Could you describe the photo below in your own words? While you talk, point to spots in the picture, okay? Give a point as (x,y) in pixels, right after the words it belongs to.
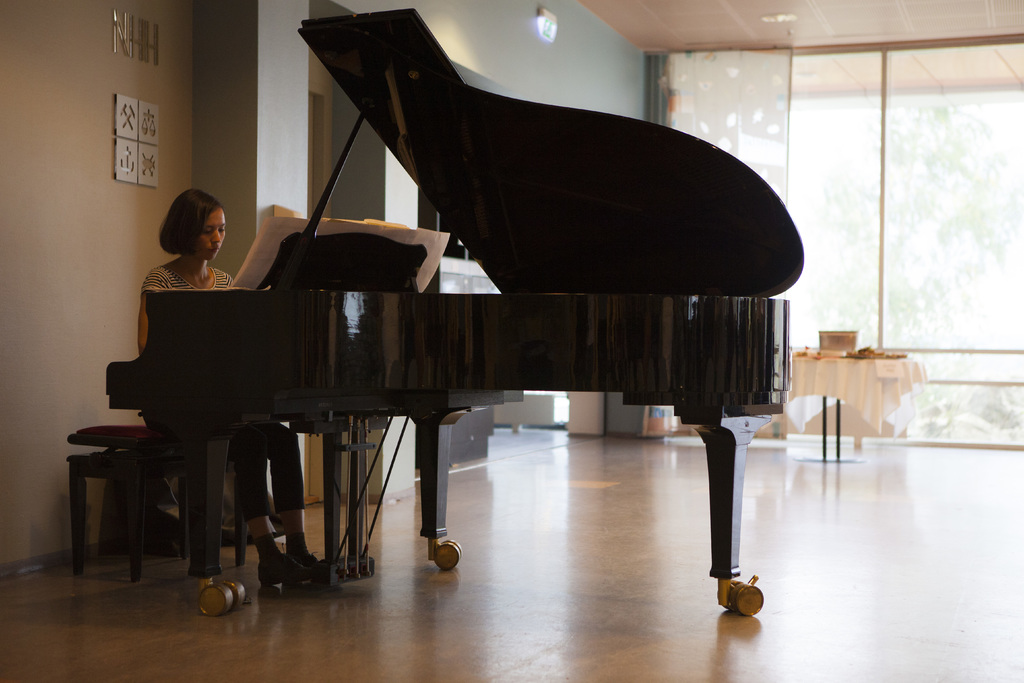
There is a girl (196,289) sitting in front of a piano (392,294) in the foreground area of the image (545,253), there are glass windows (937,260), trees (921,277), table (875,360) and other objects (744,152) in the background (908,274).
